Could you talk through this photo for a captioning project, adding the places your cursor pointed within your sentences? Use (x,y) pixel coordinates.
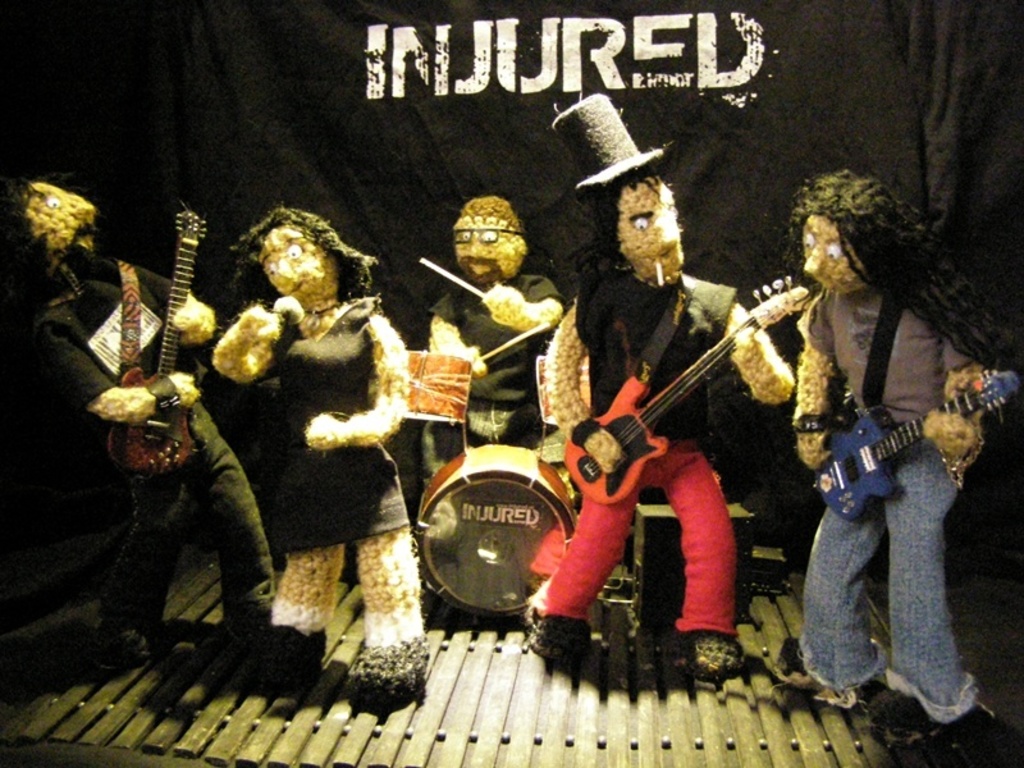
There are group of toys (757,361) playing music and there is a black cloth (396,135) in the background (429,121) with injured written on it.
